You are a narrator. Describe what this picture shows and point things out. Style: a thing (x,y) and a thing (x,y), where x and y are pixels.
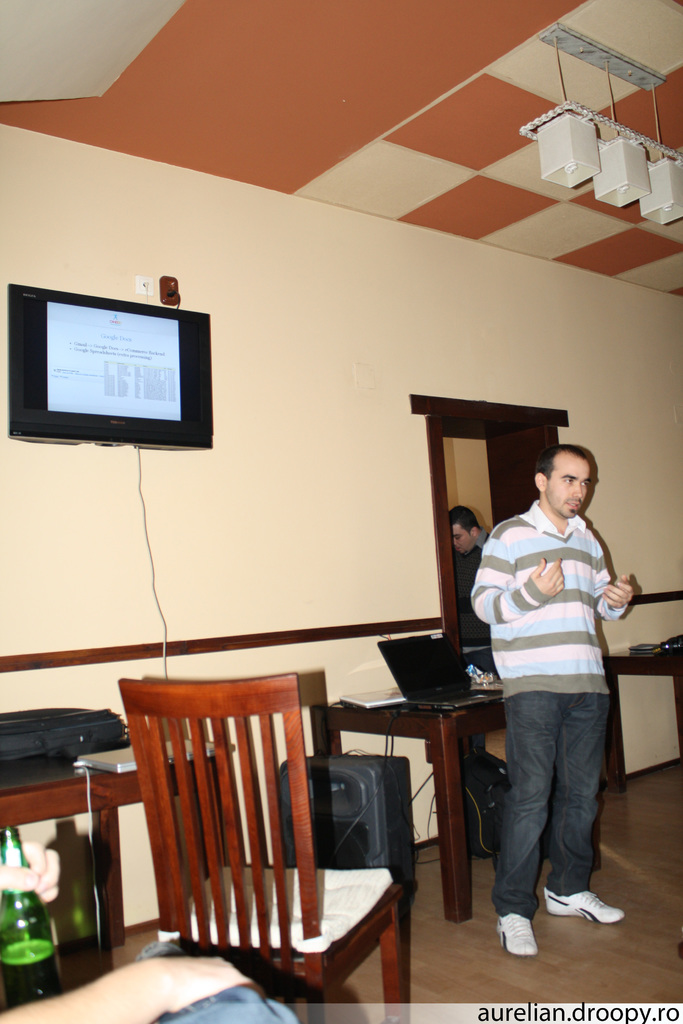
In this image, 2 peoples (518,604) are there. They are standing near tables (434,734). We can see cream color wall (313,431) and white and orange roof (437,145), lamps (609,177). On the left side (158,398), we can see screen (138,400), table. Few items (106,762) are placed on it. Here there is a bottle (29,912) that is holded by a human (127,985) and floor (523,979).
